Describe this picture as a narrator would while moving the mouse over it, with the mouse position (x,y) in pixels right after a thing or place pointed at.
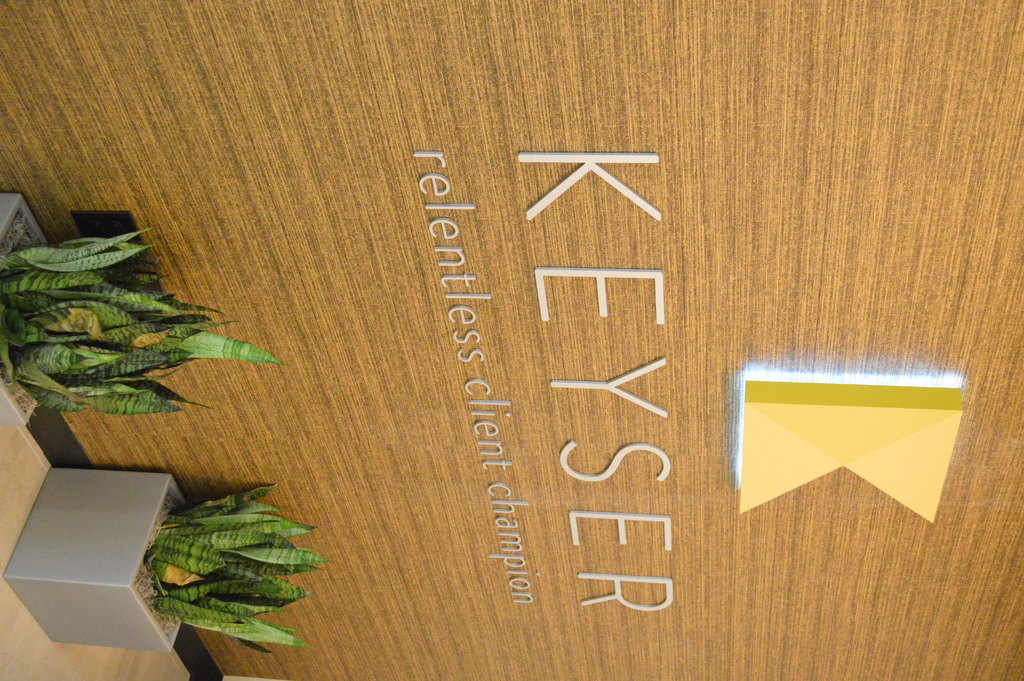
In this picture I can see a wall (445,313) with some text (488,383) and I can see couple of plants (73,390) in the pots (98,511) and looks like a logo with a light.
